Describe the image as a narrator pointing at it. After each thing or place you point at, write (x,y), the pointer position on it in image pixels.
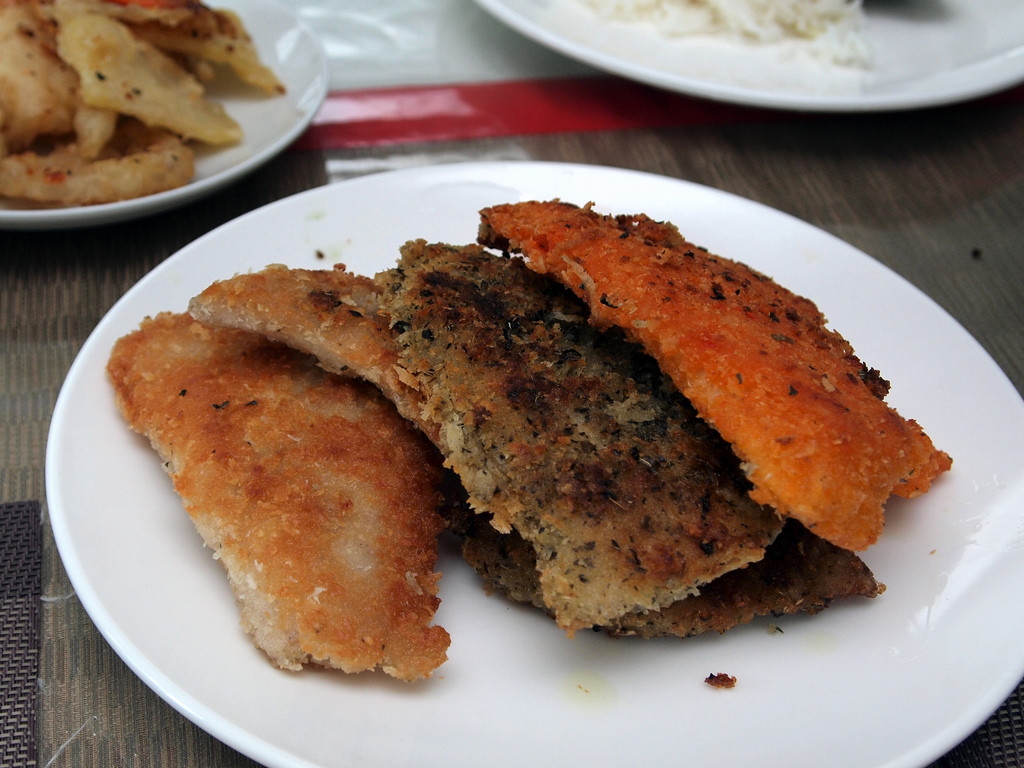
There are three plates (727,65), which are placed on the table (822,148). These plates (749,209) contain different food items (548,338).
